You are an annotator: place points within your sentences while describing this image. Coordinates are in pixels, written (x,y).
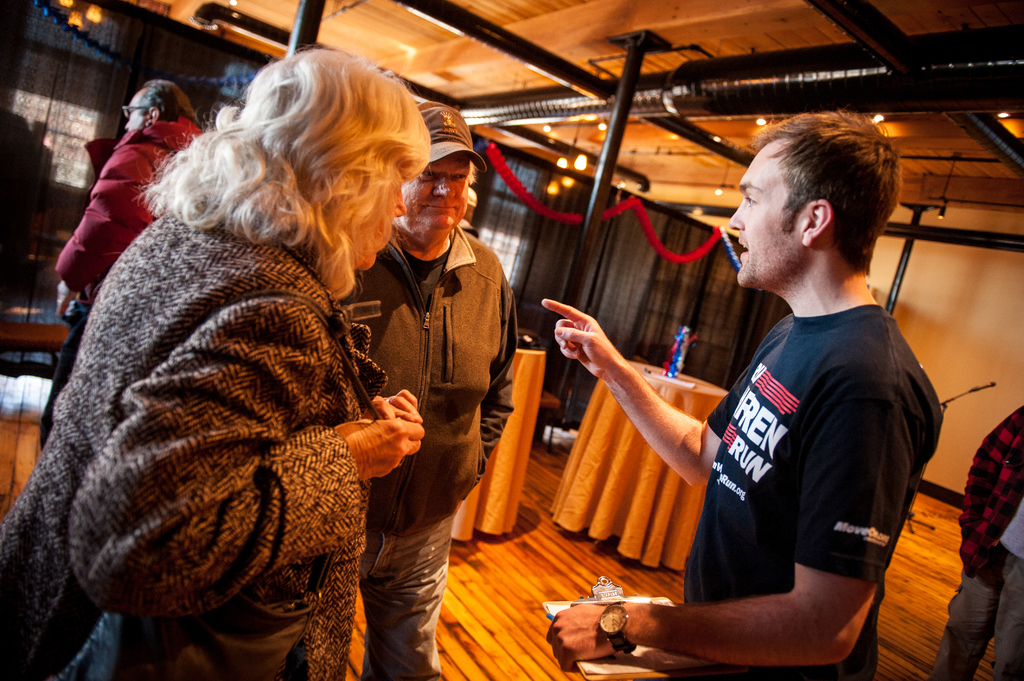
In this image we can see a group of people (873,553) standing on the floor (679,580). One person (781,529) is holding a board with clip (613,595) and paper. In the center of the image (672,348) we can see some objects (688,348) placed on the tables (622,420). On the right side of the image (959,396) we can see a microphone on a stand (944,409). In the background (686,296), we can see some decorations (576,222), curtains (653,286), group of poles (773,95) and some lights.
